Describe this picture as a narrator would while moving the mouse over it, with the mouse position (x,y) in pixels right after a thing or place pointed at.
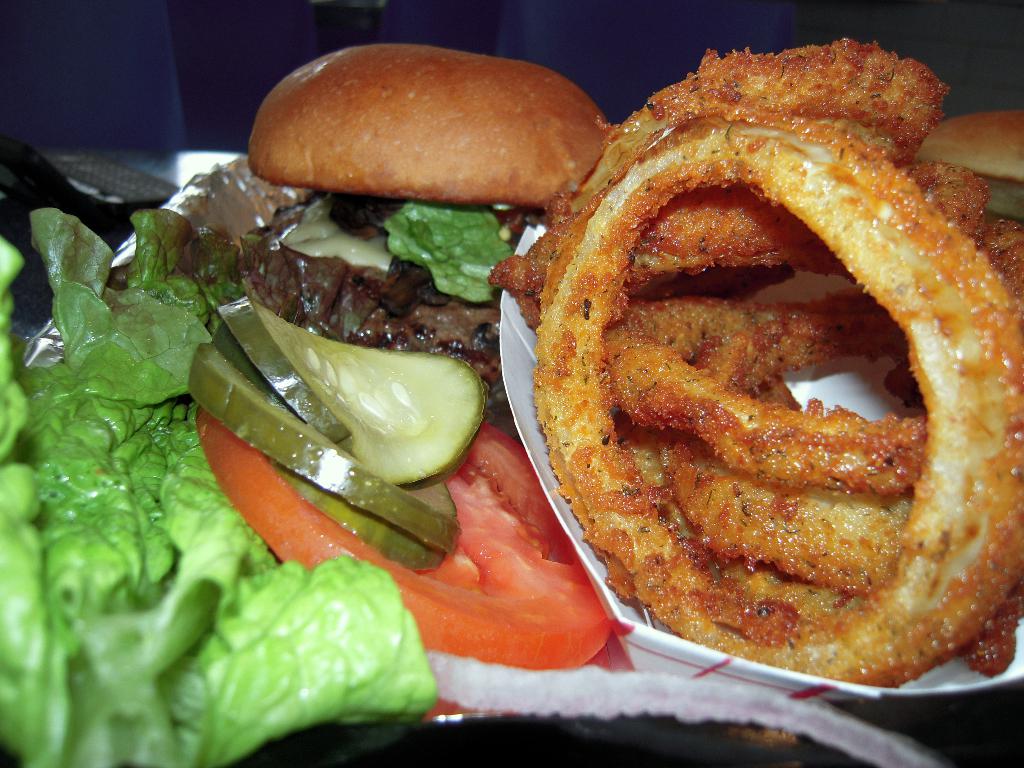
In this image I can see the food (369,582) which is in brown, green, red and cream color on the paper (605,662) and the paper (622,662) is in white color.
